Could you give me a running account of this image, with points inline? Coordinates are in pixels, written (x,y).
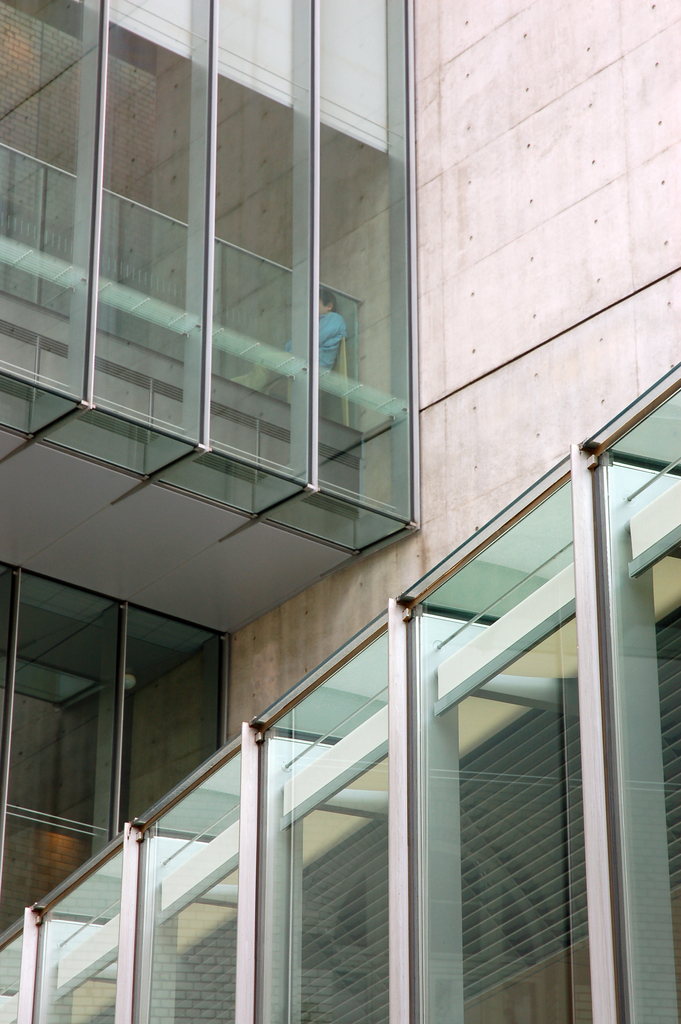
In this picture we can see a building (371,878), wall (577,66) and a person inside the building (495,812).
